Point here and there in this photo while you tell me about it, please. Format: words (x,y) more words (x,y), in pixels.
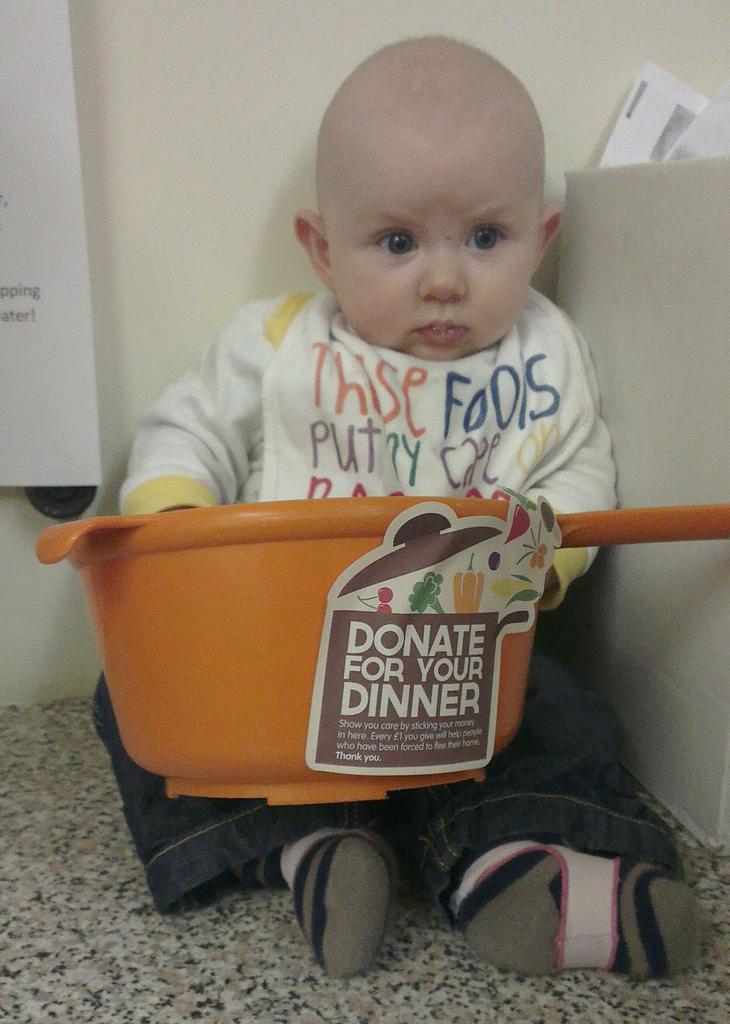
In this picture we can see a kid (385,472) sitting on the floor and the kid (326,354) is holding a plastic object (300,711). On the plastic object (313,679) there is a sticker (376,643). Behind the kid (220,441) there is a wall (189,77). On the left (51,282) and right side of the kid (330,288), there are some objects (696,110).
